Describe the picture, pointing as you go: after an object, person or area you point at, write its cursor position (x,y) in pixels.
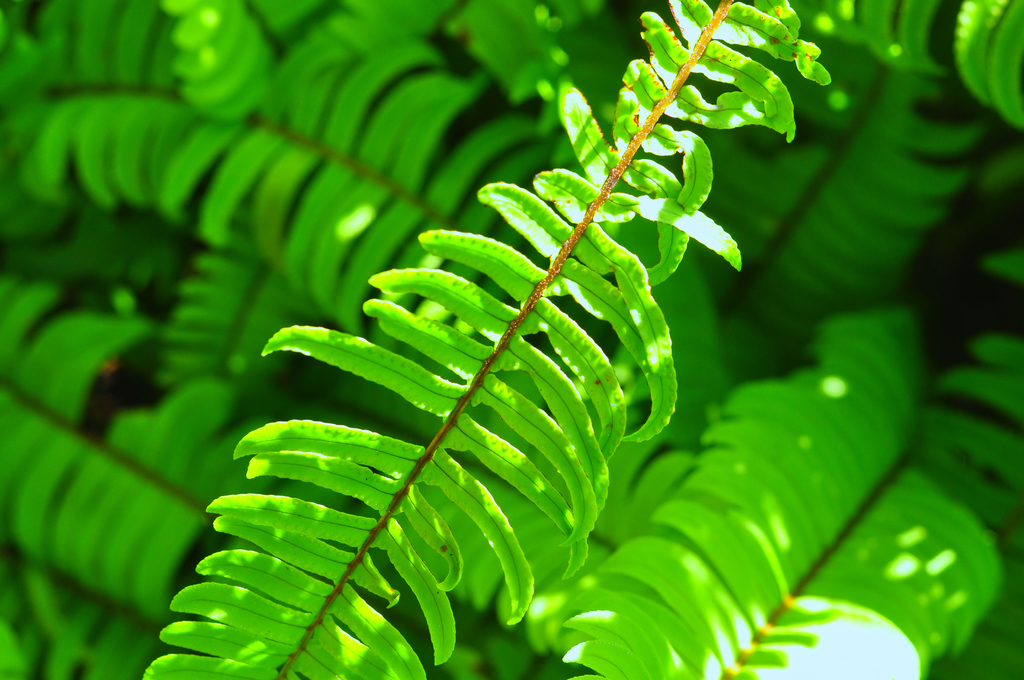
In this picture we can see leaves (589,438).
